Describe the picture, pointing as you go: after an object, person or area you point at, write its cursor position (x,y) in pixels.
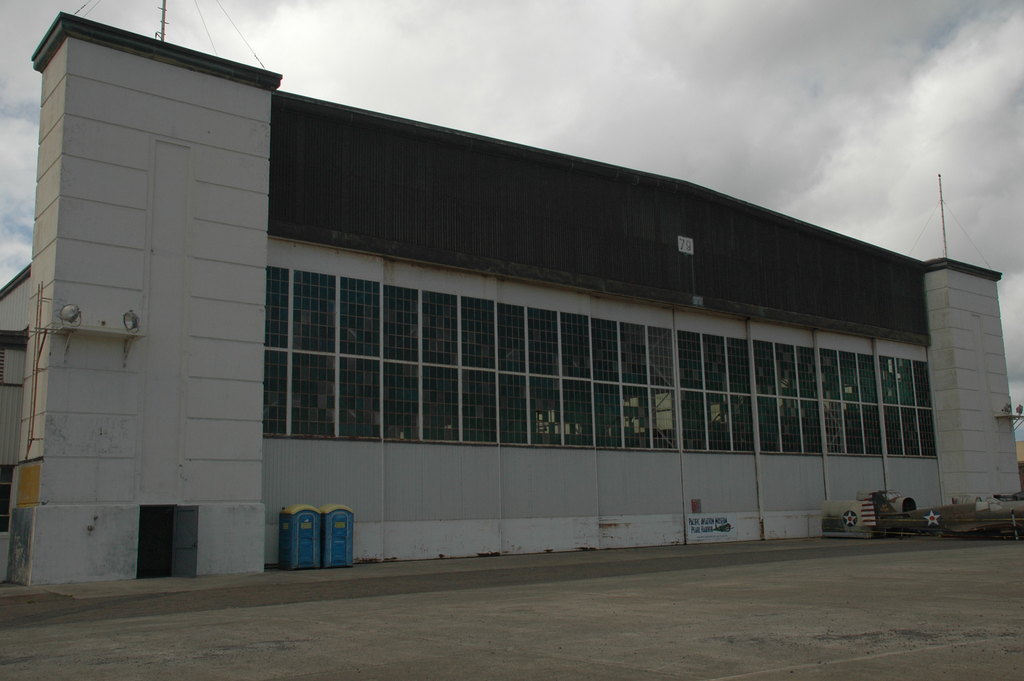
This image consists of a big building (596,456) in white color. To which there are windows (511,421). At the bottom (467,627), there is a road (411,629). And there are two portable toilets (342,549) kept beside the wall (239,536). At the top (712,73), there are clouds (624,86) in the sky (556,87).
